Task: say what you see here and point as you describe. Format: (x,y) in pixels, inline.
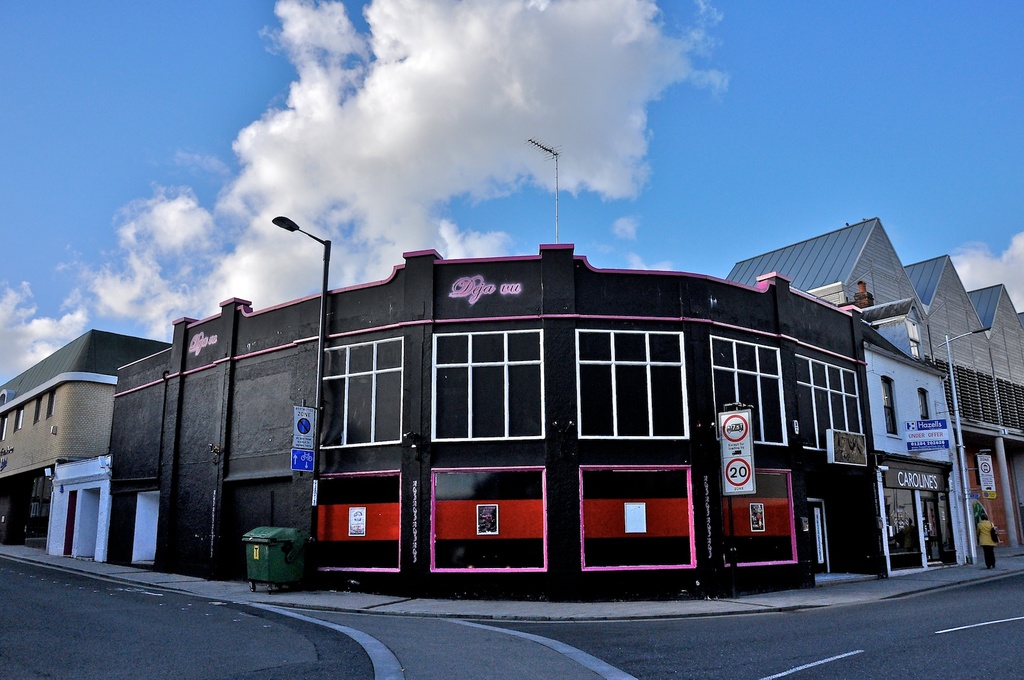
In the picture we can see some buildings (757,570) with windows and glasses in it and near the building (278,415) we can see a pole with light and dustbin (281,555) on the path (167,581) and near the path (252,593) we can see a road (869,659) and behind the buildings (393,385) we can see a sky (519,197) with clouds (631,36).
